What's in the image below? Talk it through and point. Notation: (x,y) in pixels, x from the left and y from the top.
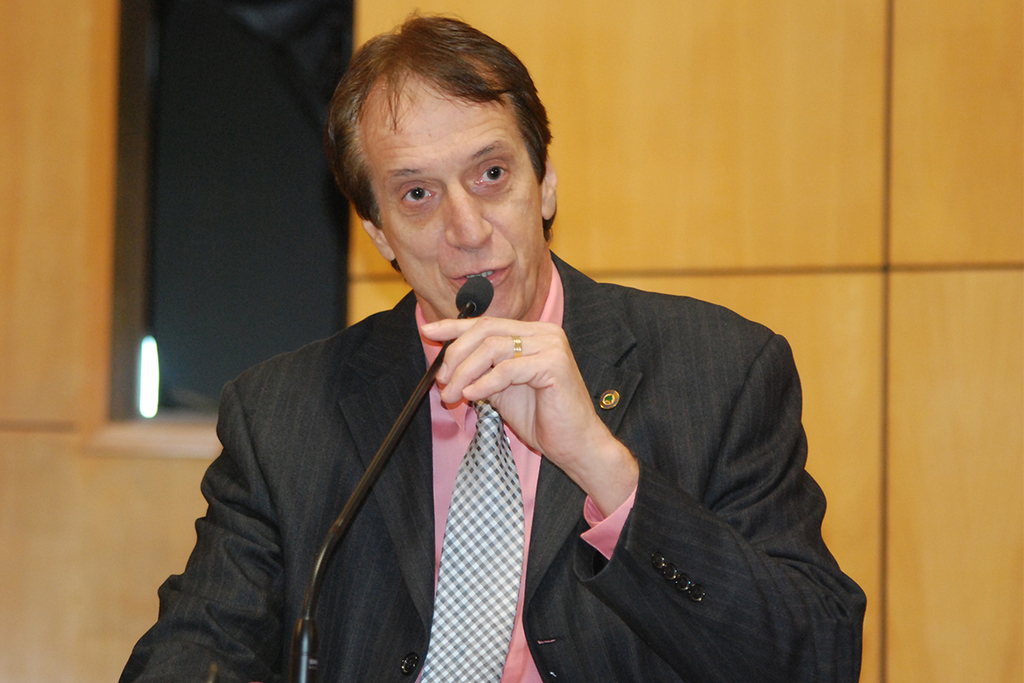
In this picture I can see a man (535,430) holding a mike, and in the background (583,108) there is a wall (639,109).
